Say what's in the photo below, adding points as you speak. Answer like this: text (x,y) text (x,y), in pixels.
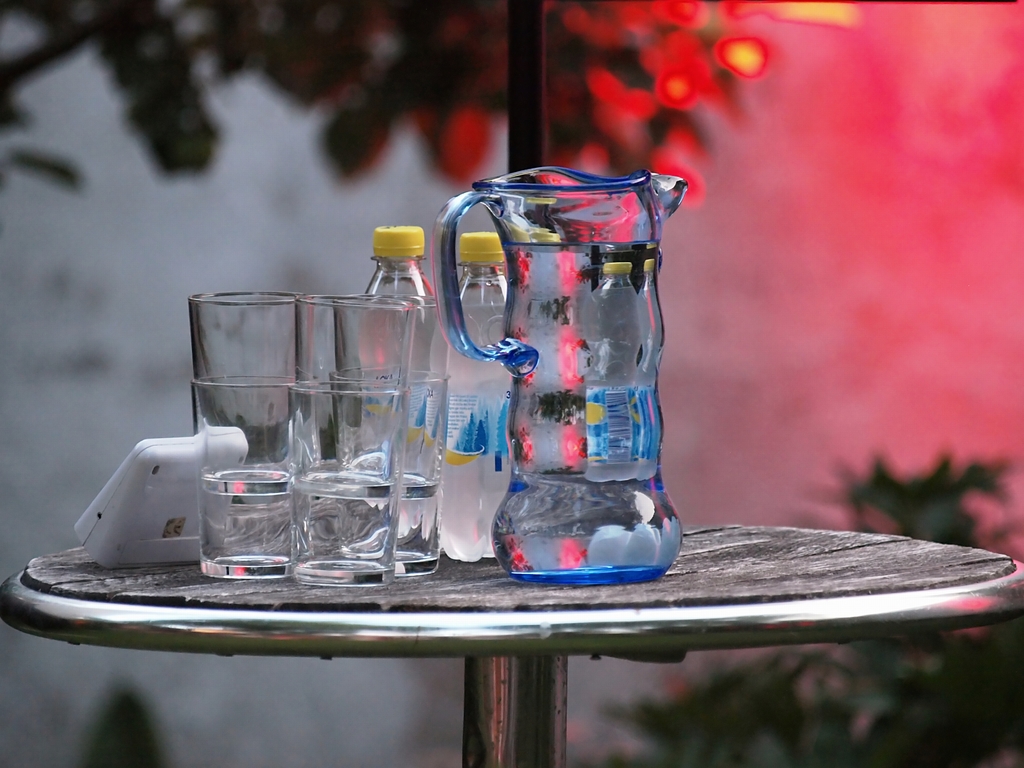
In this picture there are few glasses (356,382) and two bottles (472,374) on the table (600,645). There is a jug (644,445) on the table (566,614). There is a plant (937,502) at the background (931,498).
